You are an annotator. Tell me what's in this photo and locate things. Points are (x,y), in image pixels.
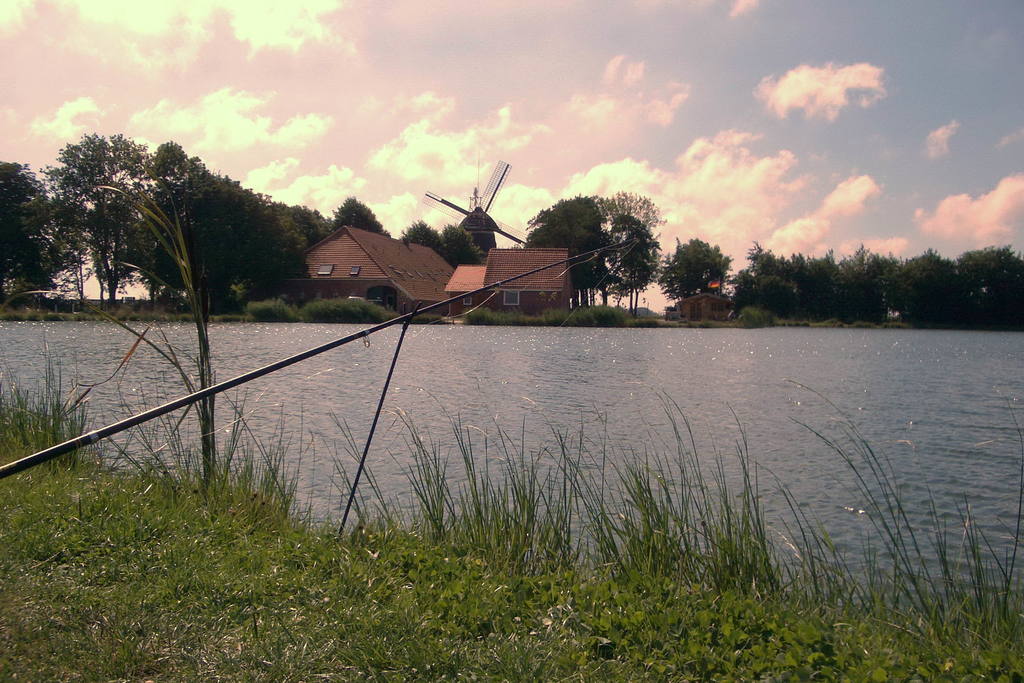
At the bottom of the image (302,554) there is a grass surface (291,553) and a rod (61,452). In the middle of the image (514,381) there is a river (477,370), buildings (413,260) and trees (461,240). In the background (395,107) there is a sky (562,86).
